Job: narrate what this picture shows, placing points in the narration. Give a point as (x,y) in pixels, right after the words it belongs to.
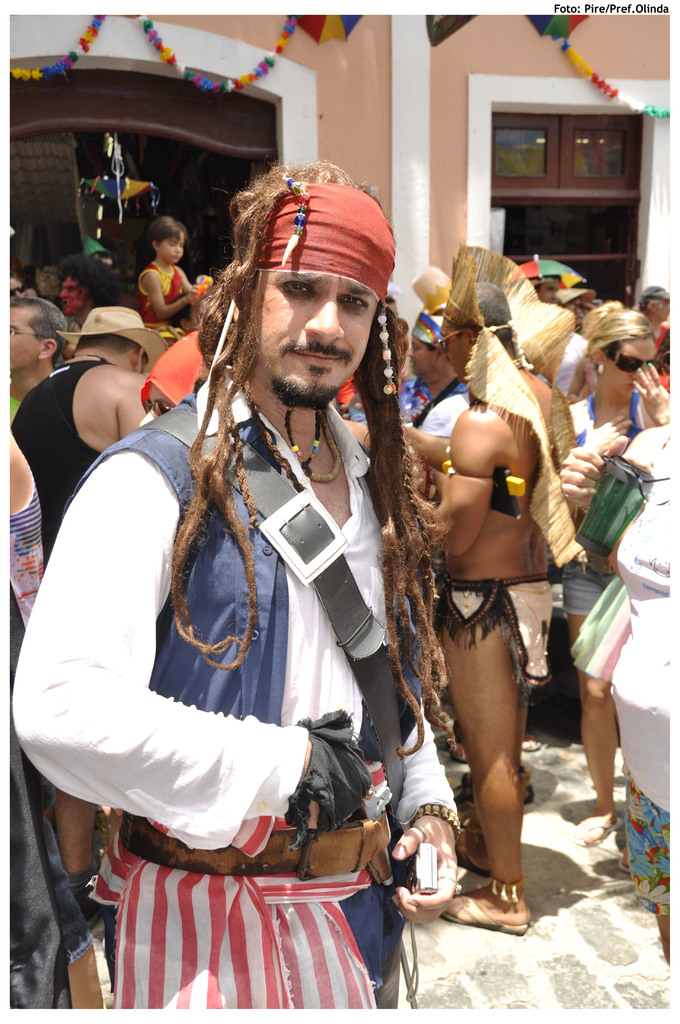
In this image, we can see a group of people (371,475) are standing on the platform (578,971). Few are wearing hats (146,330) and goggles (642,364). In the middle (347,615), a person (295,489) is smiling and holding some objects (416,853). Background (348,121) we can see wall (361,132), door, some objects (88,184), glass window (603,176), paper crafts (569,20).
